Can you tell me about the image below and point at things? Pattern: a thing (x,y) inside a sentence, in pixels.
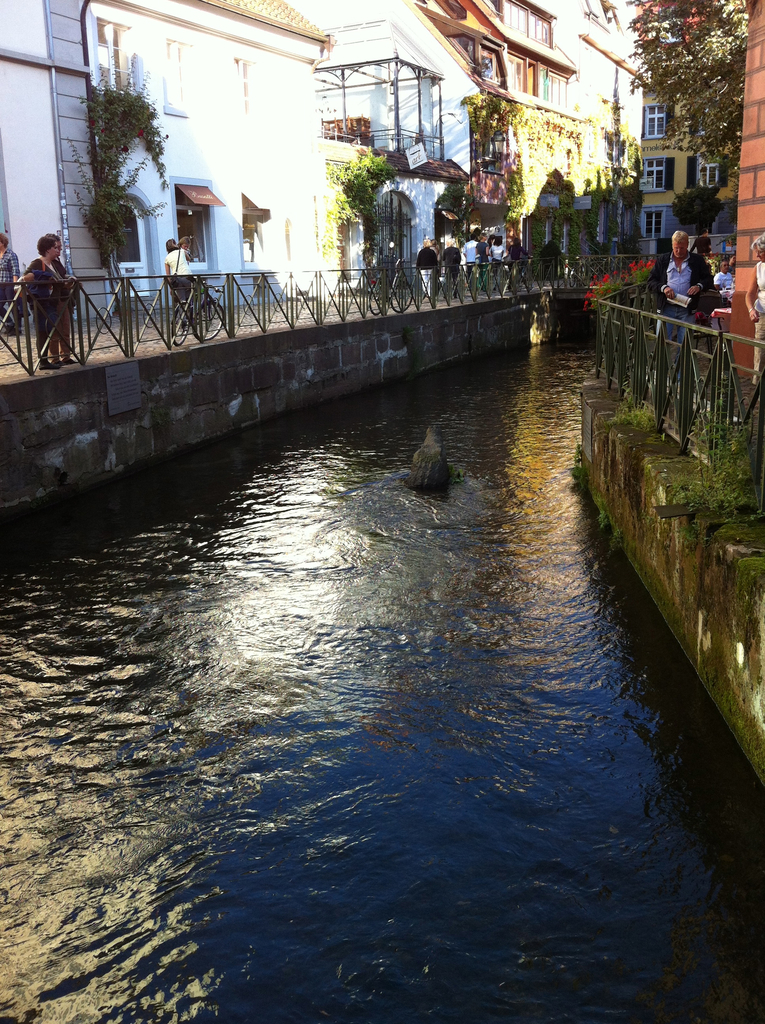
In the image we can see there is an animal (429,483) in the water (458,432) and there are people (42,337) standing on the both sides. Behind there are lot of buildings (473,184).
